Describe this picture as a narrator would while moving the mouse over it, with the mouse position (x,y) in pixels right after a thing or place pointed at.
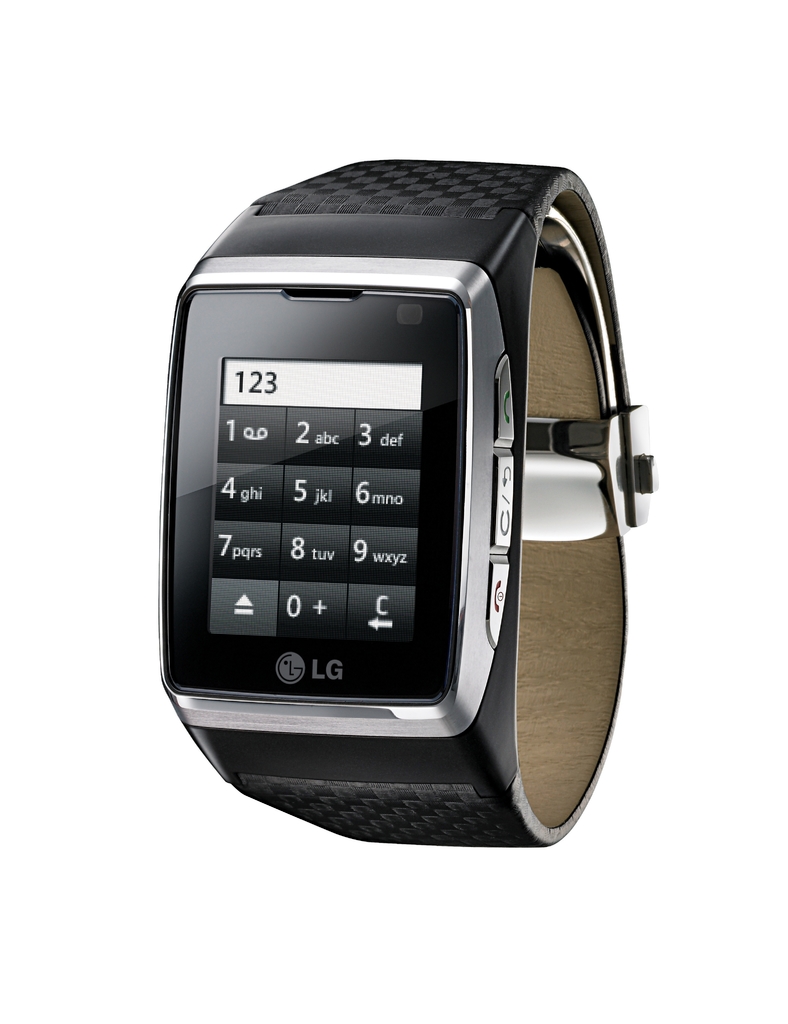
In this picture we can see a black color digital wrist watch (439,384), we can see strap (391,823), screen (342,593) and buttons (499,530), there is a white color background (562,25).
